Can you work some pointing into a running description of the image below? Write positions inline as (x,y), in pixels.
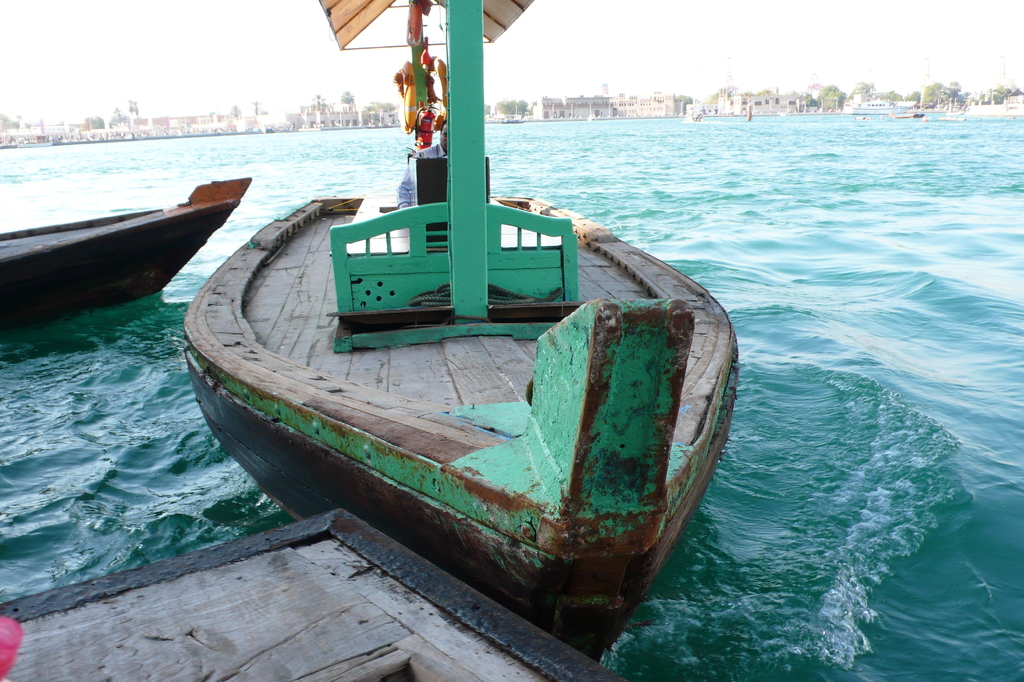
In this image I can see water (754,373) and in it I can see few boats (65,298). I can also see a man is sitting on one boat (446,183). In the background (558,113) I can see number of buildings (133,128) and number of trees (944,88).
